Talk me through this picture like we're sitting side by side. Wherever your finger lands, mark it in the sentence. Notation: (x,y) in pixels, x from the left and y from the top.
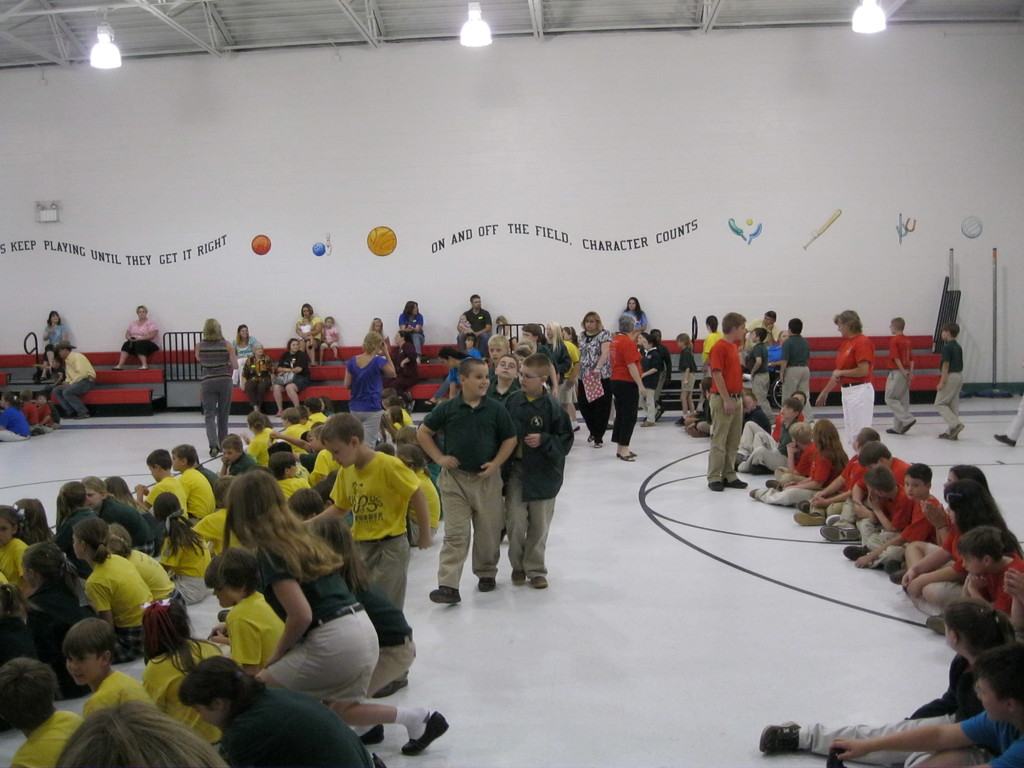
In this picture few people (280,541) seated and few (489,477) are walking and few (377,392) are standing and I can see text (141,261) and few pictures (319,245) on the wall (826,127) and few lights (110,53) to the ceiling (799,13).
